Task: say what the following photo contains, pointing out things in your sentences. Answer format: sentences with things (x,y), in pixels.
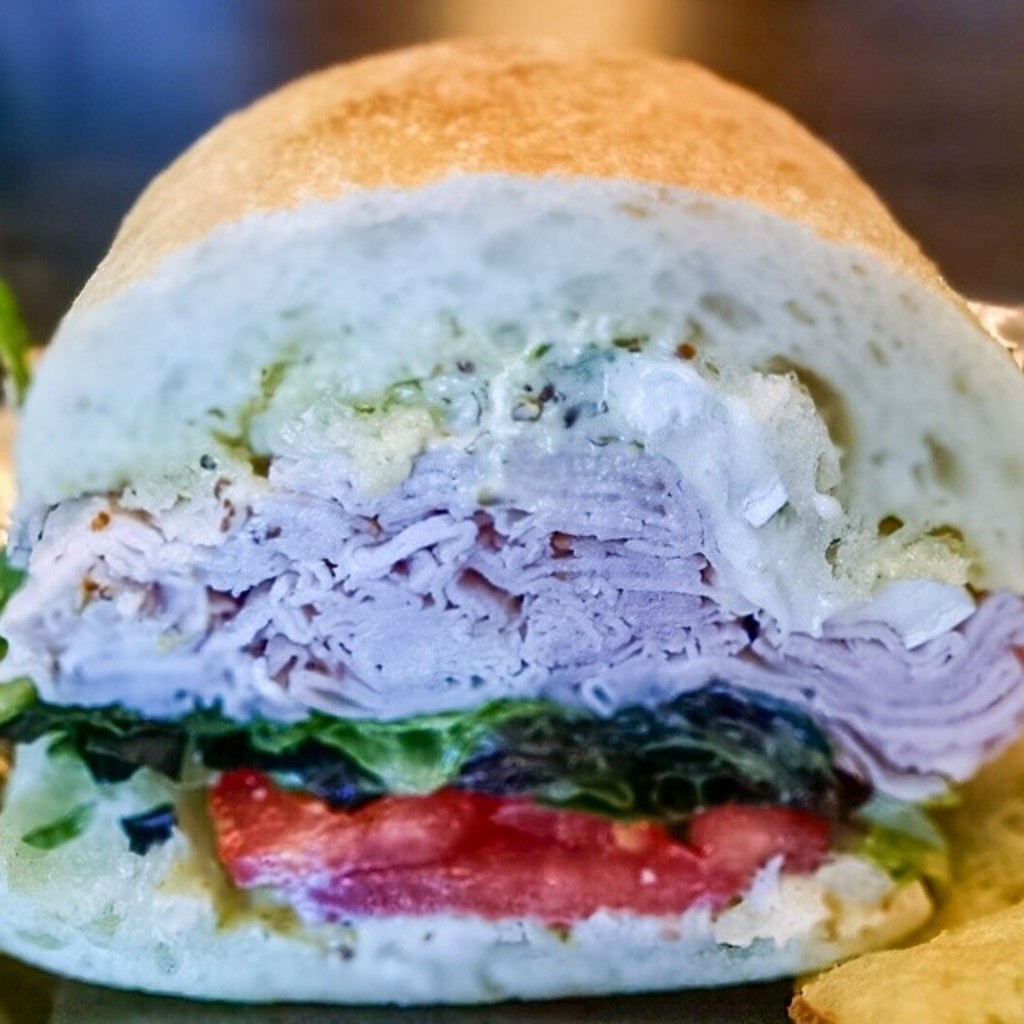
In the image we can see some food (584,788).
